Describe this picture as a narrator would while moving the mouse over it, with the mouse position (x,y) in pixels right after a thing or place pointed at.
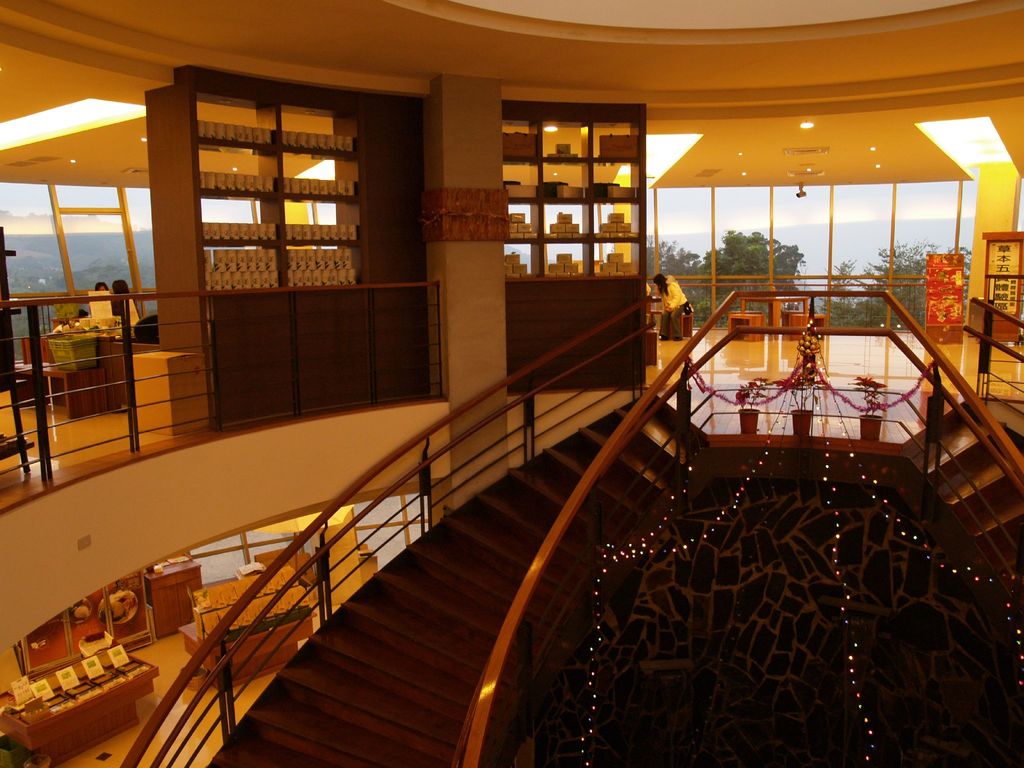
In this image we can see the inner view of a building (1008,342) and there are few potted plants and we can see the staircase (442,728) and there are some other objects (173,383). There are some objects (260,574) and we can see a few people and there is a rack (338,208) with some things (627,271) and we can see few benches (47,376) and tables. Through the glass (881,307) we can see some trees (910,288) and we can see the sky (811,218).
